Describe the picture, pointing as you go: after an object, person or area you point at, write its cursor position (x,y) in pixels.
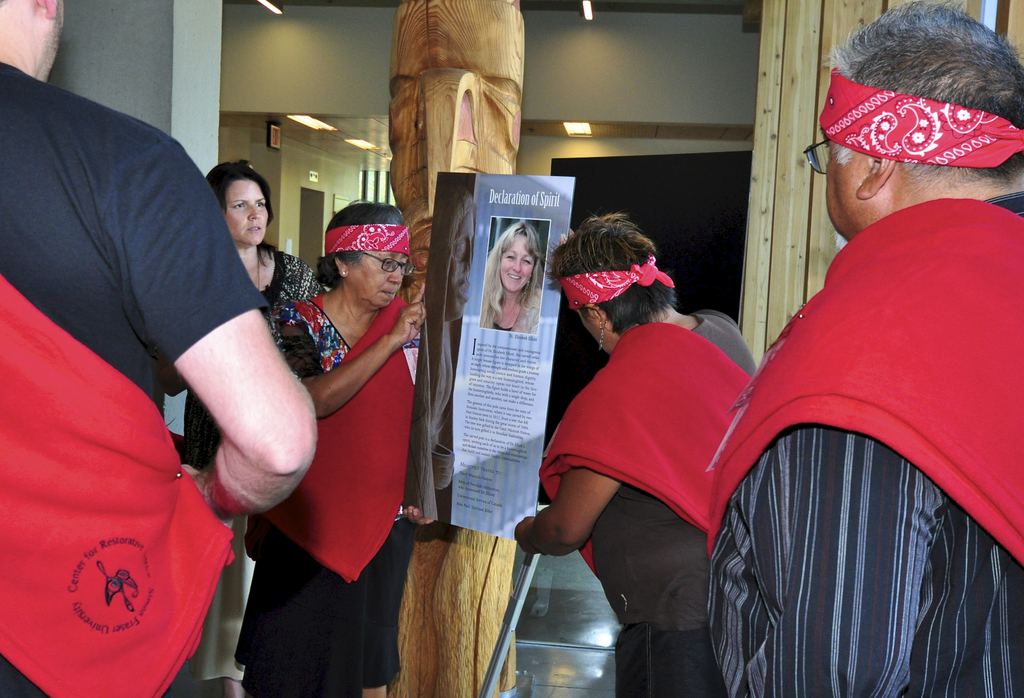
In this image I can see group of people (343,537) standing in a room (241,52) in which few of them holding posters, also there is a pillar (443,686) in the middle (410,282).
